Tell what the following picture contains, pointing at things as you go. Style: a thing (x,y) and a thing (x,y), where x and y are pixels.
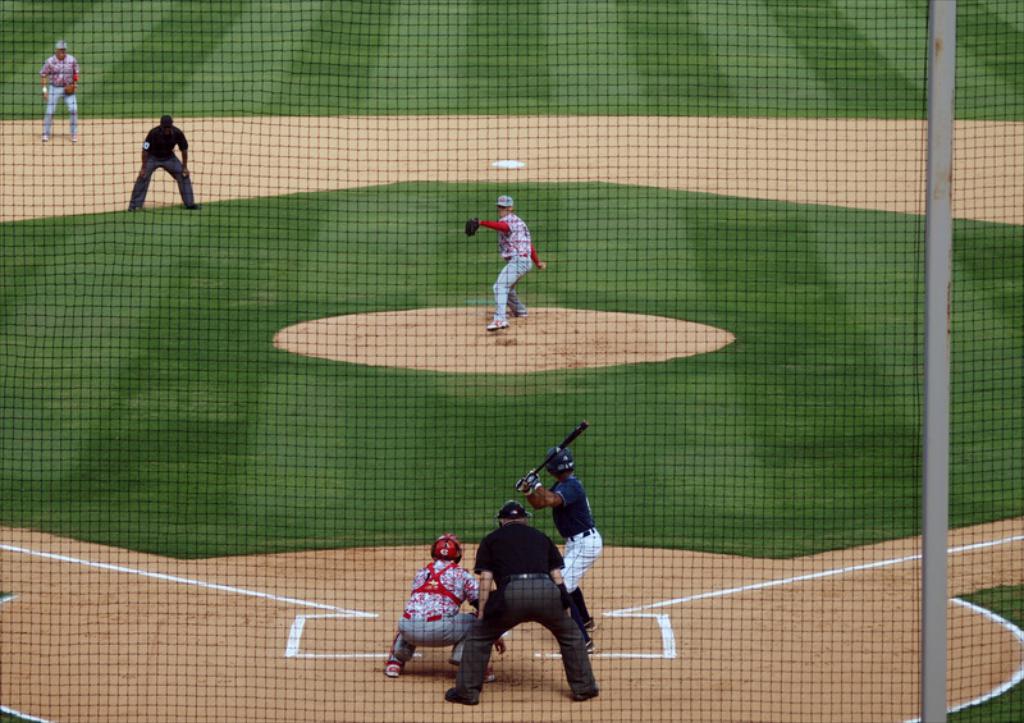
There is a net (343,111) which is attached to the pole (939,45). Outside this net (690,634), there are persons (574,540) playing base ball on the ground (573,378) on which, there is grass (386,71).
